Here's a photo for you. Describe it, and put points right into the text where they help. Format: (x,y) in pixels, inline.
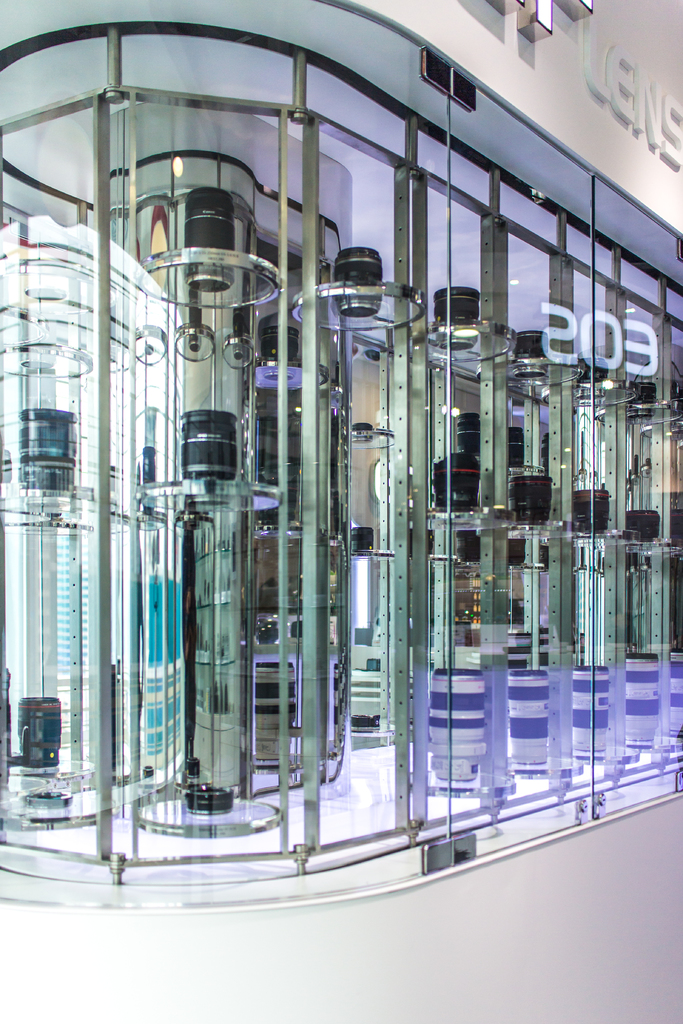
In this image there is a shop (351,406), there is a glass wall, there is wall (551,53) towards the top of the image (535,53), there is text (590,69) on the wall (558,32), there are objects (228,420) in the shop (233,565), there is a white base (433,945) towards the bottom of the image (422,958).
